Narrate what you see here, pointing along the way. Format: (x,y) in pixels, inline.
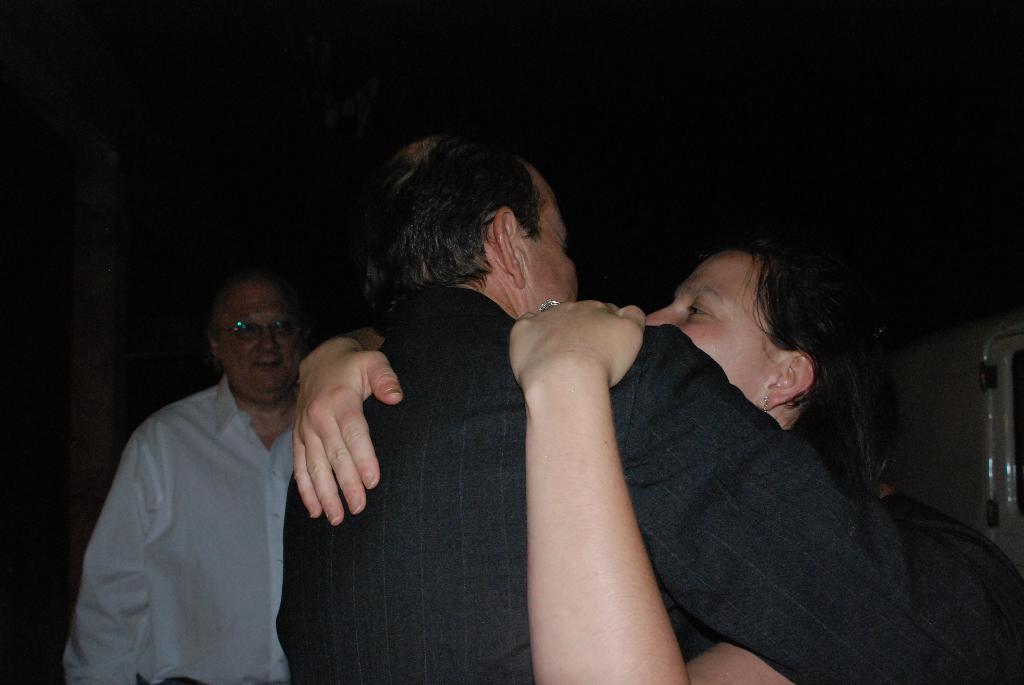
In this image we can see these two people (509,408) are hugging each other and we can see this person (122,532) wearing a white shirt (249,531) and spectacles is standing here. The background of the image (946,298) is dark.
